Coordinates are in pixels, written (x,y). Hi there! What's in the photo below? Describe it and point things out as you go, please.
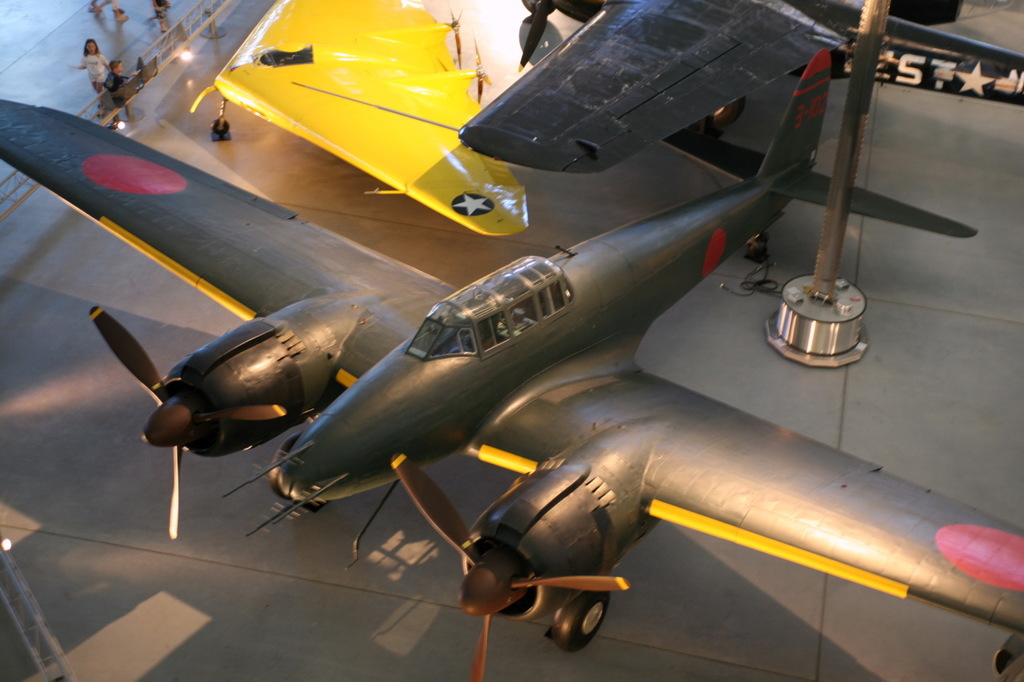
In this picture there are aircrafts (388,69). At the top left (90,46) there are people (90,46) and railing (204,24).
